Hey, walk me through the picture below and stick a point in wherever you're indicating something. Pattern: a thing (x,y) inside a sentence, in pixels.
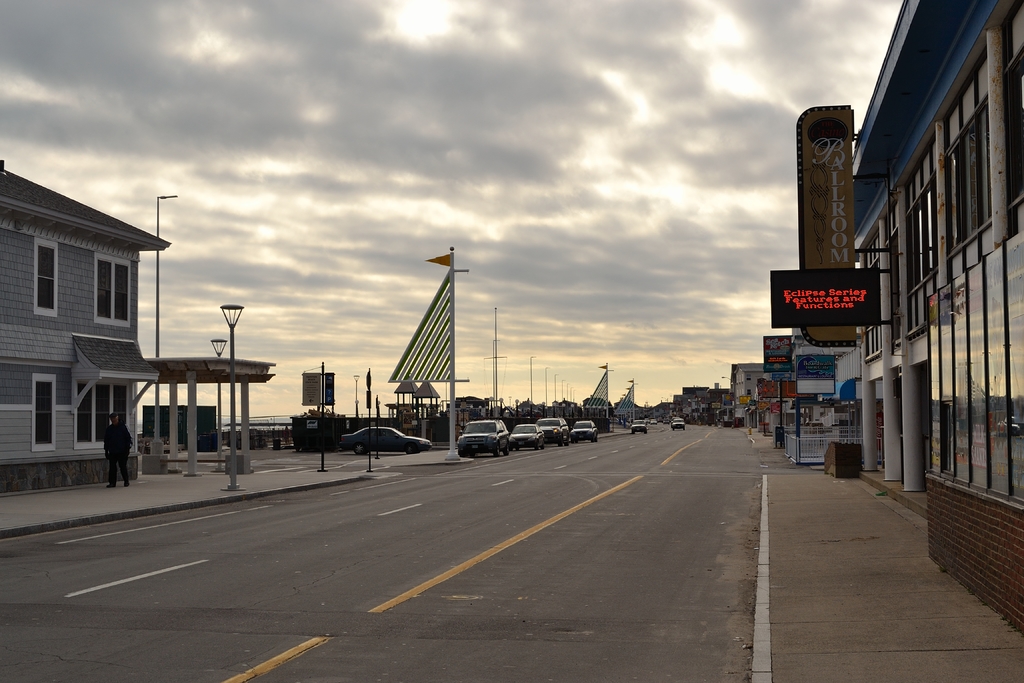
In this picture, there is a road (646,447) in the center (606,447). On the road (503,473), there are vehicles (537,427). Towards the right (917,430), there are buildings (919,403) with boards (838,231). On the boards (804,321), there is some text (774,351). Towards the left (105,370), there is another building (110,357) with windows (50,374). Beside it, there is a person (114,486) on the footpath (153,506). Beside the road (517,498), there are poles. On the top (462,123), there is a sky (423,96) with clouds (547,164).
